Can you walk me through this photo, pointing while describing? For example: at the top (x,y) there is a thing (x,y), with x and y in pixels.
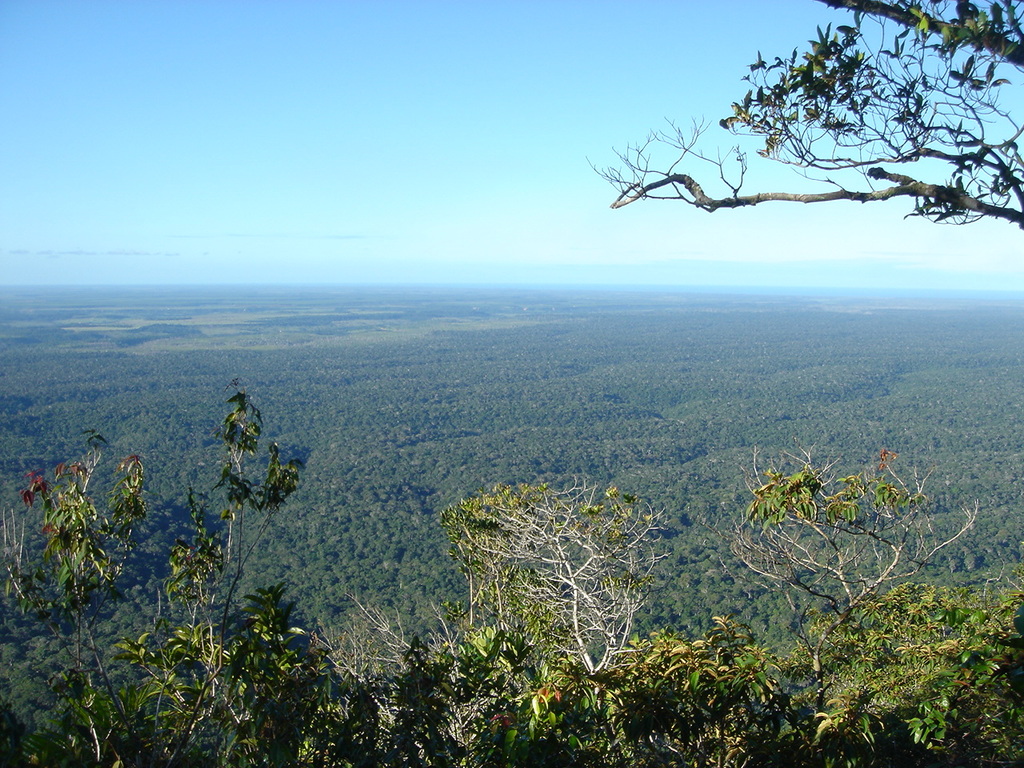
In the foreground of this image (425,668), there are plants (825,719) on the bottom (942,672), a tree (860,130) on the right top corner (926,128). In the background (704,345), there is the greenery (413,333), sky (419,213) and the cloud (62,249).
